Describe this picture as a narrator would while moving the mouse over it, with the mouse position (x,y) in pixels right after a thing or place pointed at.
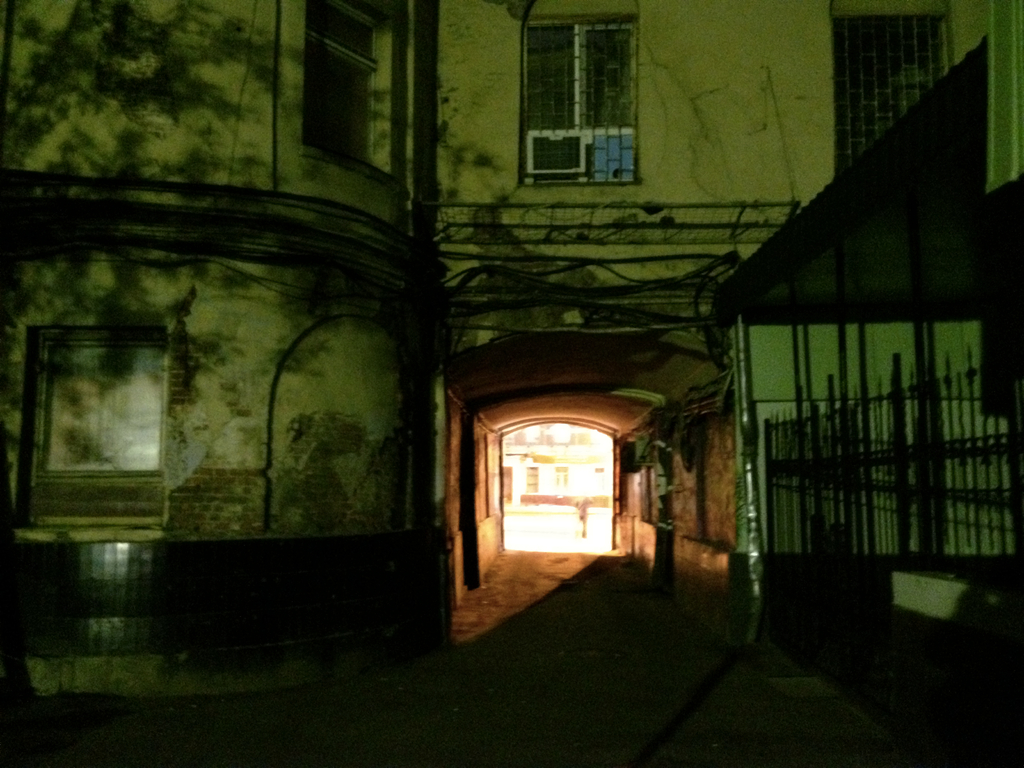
In this picture I can see a building (530,185) with windows (544,61), there are iron grilles (525,50) and an air conditioner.
